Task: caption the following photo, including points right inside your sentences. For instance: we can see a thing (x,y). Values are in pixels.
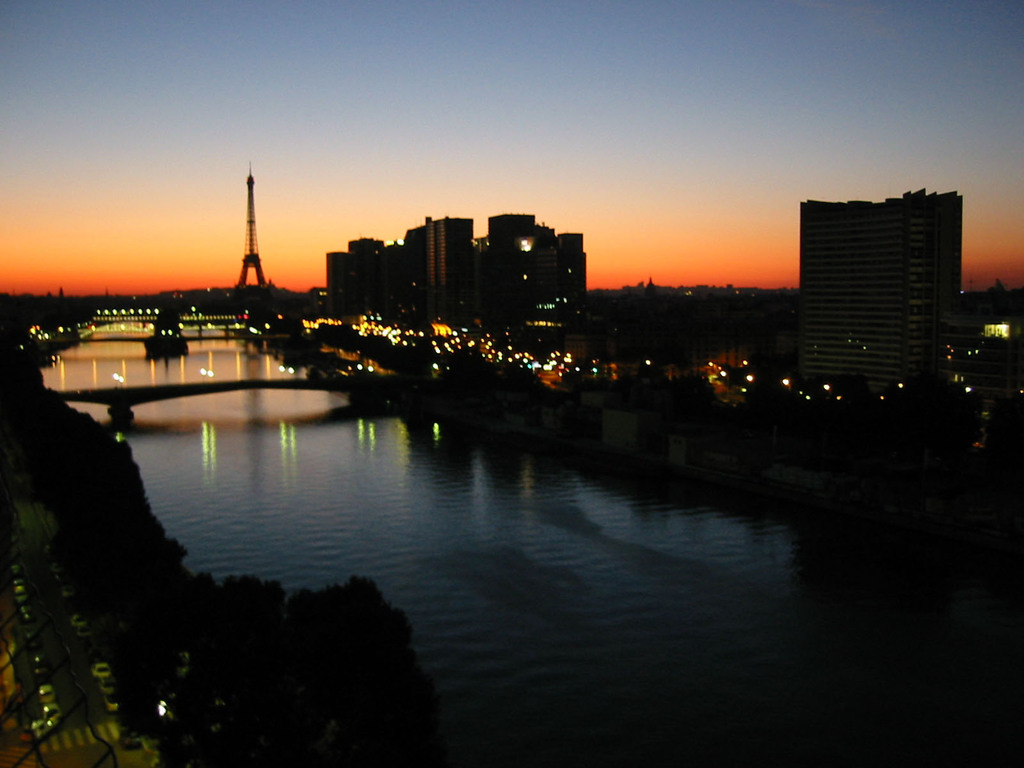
In this image I see the buildings (502,316), lights (195,308), water (257,458) and I see the tower (258,268) over here. In the background (291,238) I see the sky (642,215) and it is a bit dark.
